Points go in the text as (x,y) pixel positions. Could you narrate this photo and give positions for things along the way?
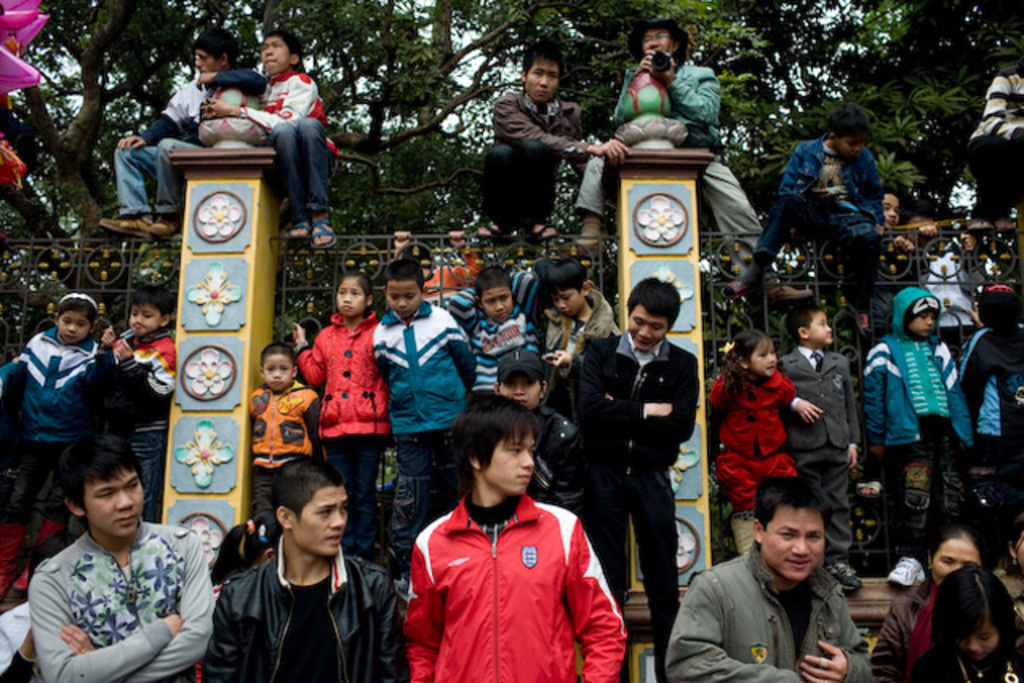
In this picture I see few people (32,396) are standing and few are seated and few are seated on the poles (652,106) and few are holding metal fence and I see trees (741,86).
